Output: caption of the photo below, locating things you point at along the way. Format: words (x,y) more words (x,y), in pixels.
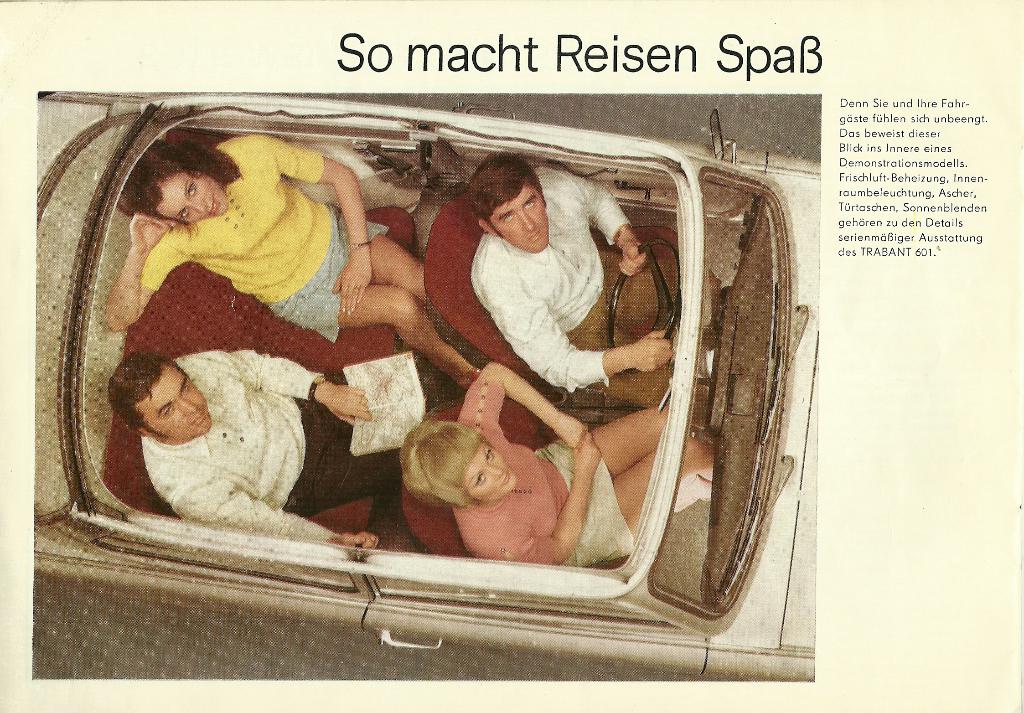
This image consists of a poster (665,317) with an image of a car (105,345) and two women (166,168) and two men (542,335) are sitting on the seats (376,333) in the car (680,350) and there is a text (398,70) on it.
